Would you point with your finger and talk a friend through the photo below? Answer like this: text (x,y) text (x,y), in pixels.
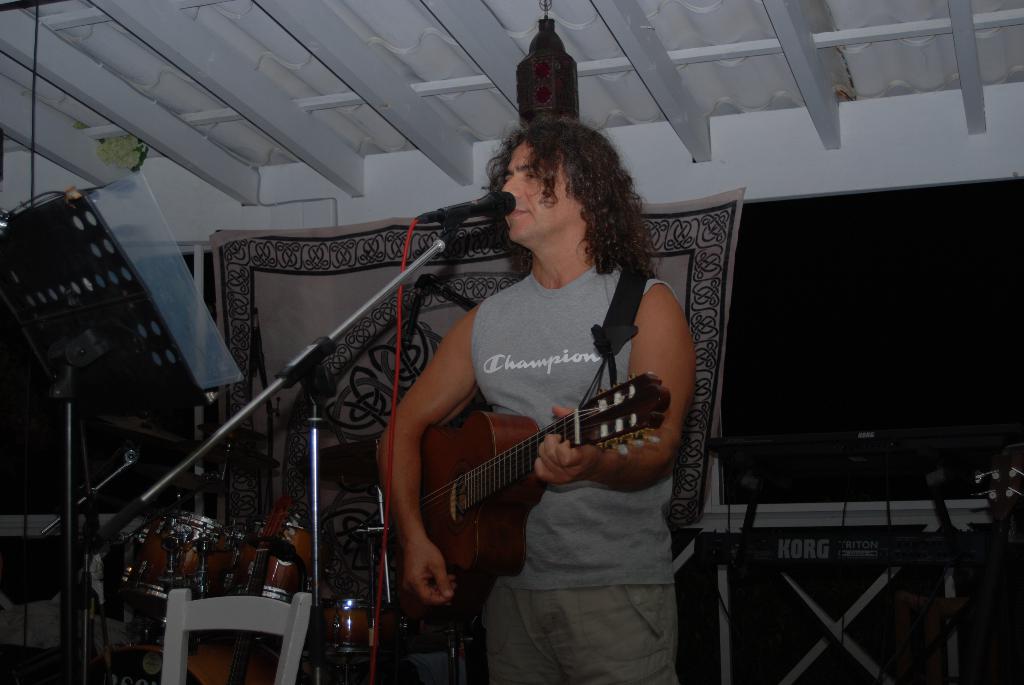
In this image I can see a man (549,293) is standing and holding a guitar (452,480). I can also see he is wearing sleeveless t-shirt (550,401). Here I can see a mic (491,207) in front of him and a drum set (262,530) in the background (368,649). I can also see a stand (54,363).
